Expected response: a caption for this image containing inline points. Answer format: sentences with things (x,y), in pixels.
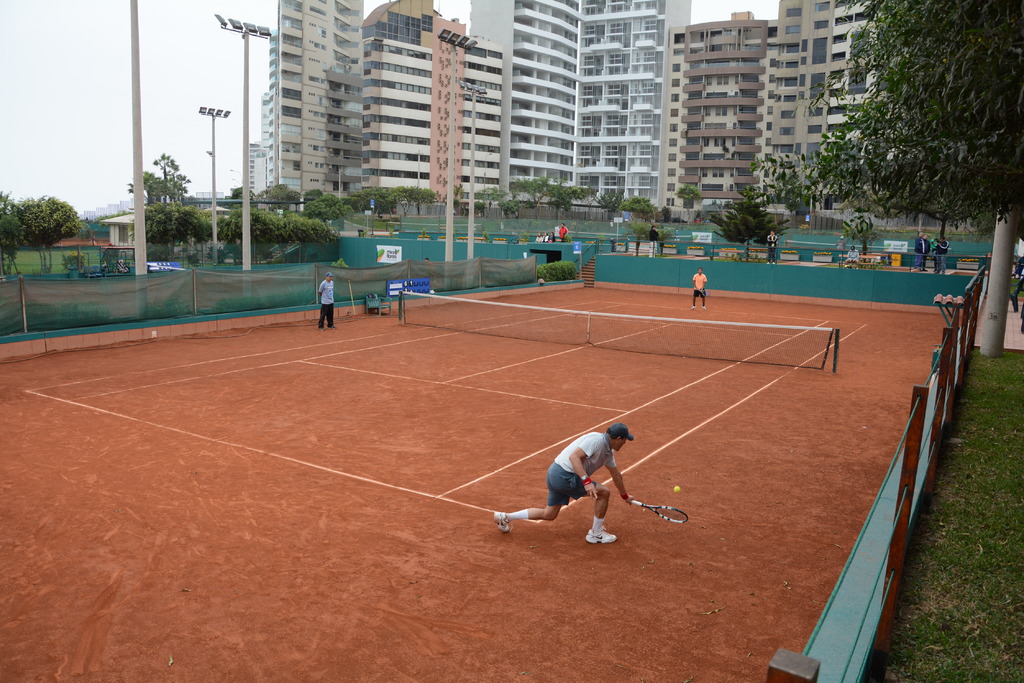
In this image I can see few buildings (519,97), windows (284,39), trees (234,220), poles (215,157), signboards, light poles (215,198), net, ball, net fencing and few people (597,490) around. One person (598,506) is holding the racket (668,510). The sky (25,121) is in white color.
